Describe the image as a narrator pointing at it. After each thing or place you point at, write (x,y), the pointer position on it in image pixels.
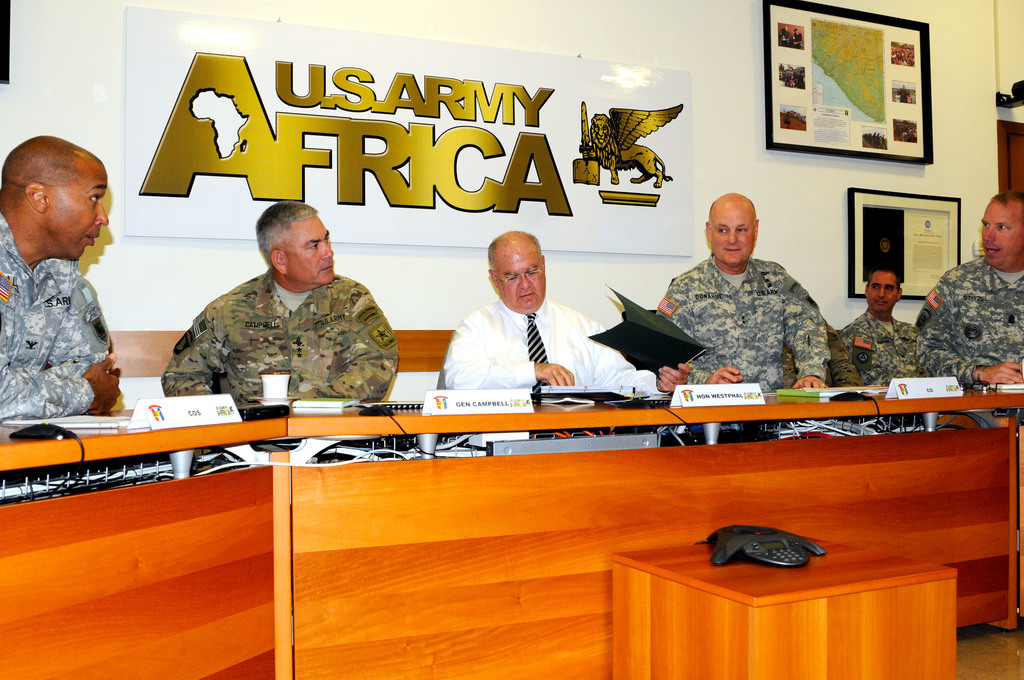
There are group of people (196,368) sitting in chairs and there is a table (346,414) in front of them and there is a board (343,59) which has us army Africa written on it.
